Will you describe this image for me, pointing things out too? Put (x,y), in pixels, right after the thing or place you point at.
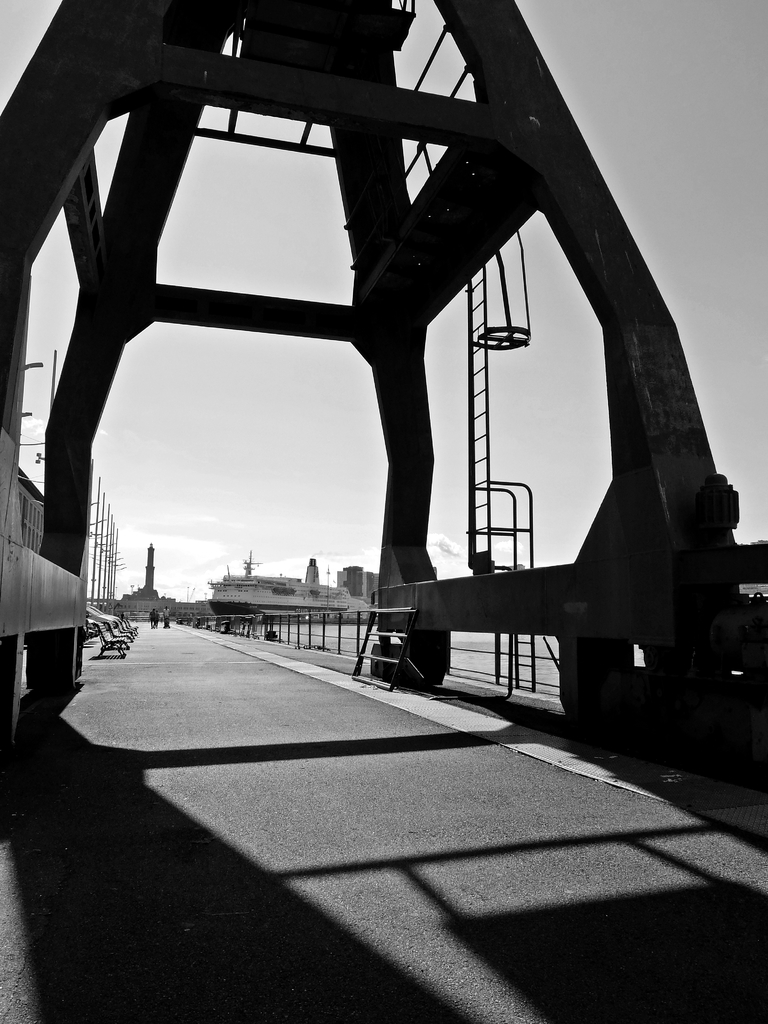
In this image I can see ladder (475,545), fence (475,673), benches (111,636) and people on the road (192,737). In the background (351,554) I can see a ship (305,609) and the sky (225,459).
